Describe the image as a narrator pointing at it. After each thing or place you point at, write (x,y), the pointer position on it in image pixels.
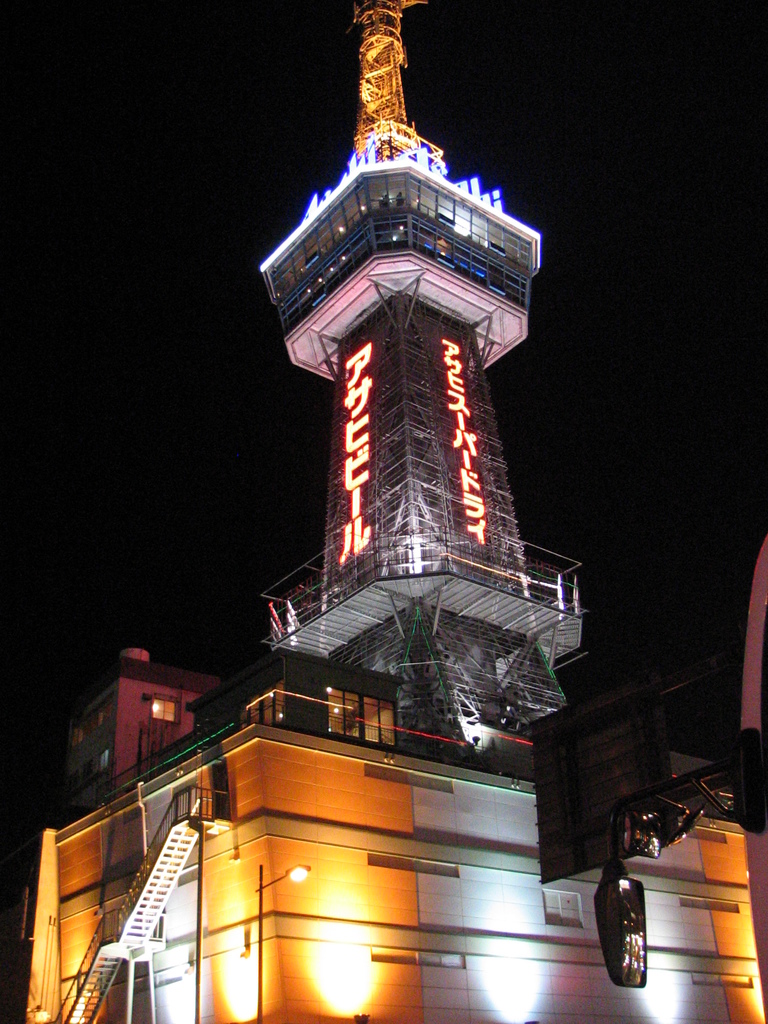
In this picture we can see a building (362,683), tower (387,511) and few lights (311,215), we can see dark background (600,494).
